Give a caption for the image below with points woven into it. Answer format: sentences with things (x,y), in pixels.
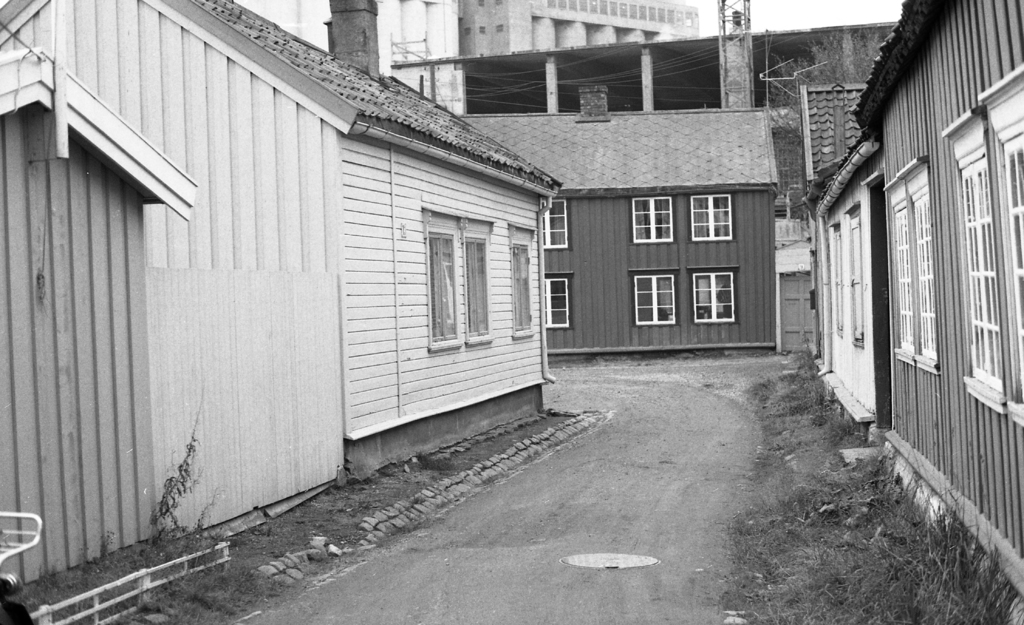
There is a road (658,410). On both sides of this road (641,391), there are buildings (425,107), these are having glass windows (987,266) and there is grass (192,605). In the background (838,150), there are buildings (828,138) and there is sky (838,7).
